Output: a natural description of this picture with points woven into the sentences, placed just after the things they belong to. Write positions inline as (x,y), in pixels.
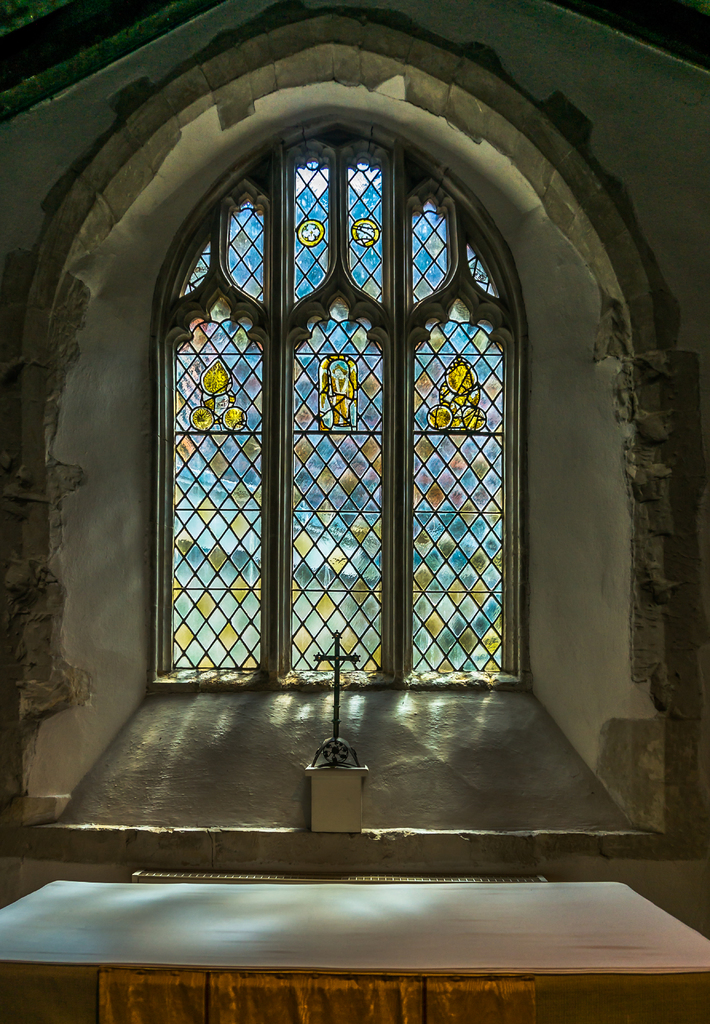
In this image in the center (352,425) there is one window (355,643) and cross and there is a wall (514,867), at the bottom (245,946) there is one board (331,949).
